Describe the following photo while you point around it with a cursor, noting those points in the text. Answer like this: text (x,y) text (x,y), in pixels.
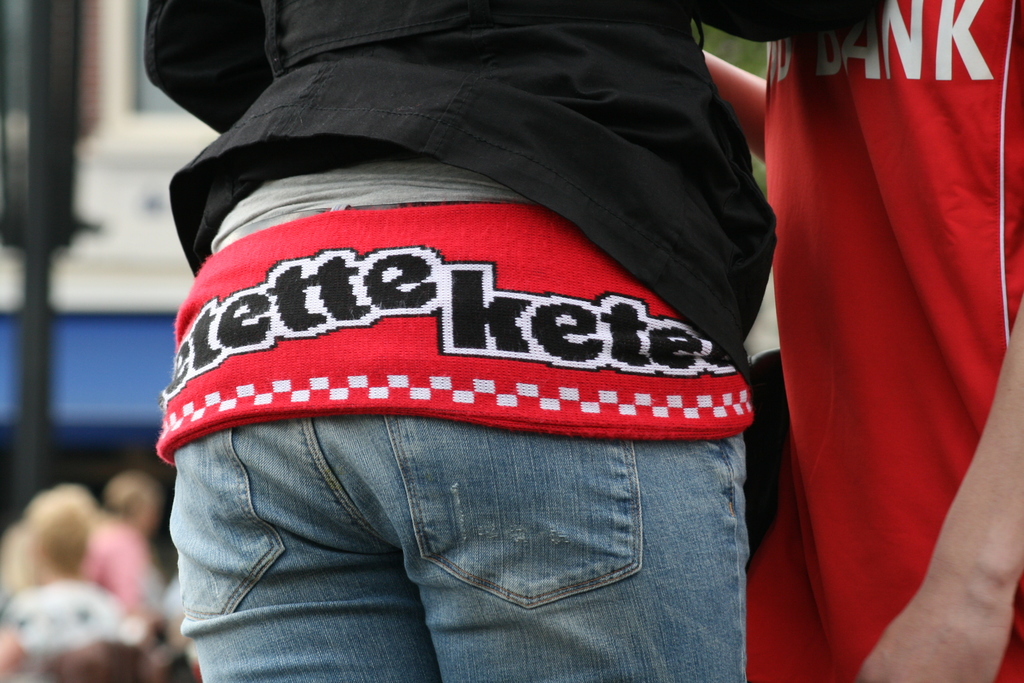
In this image I can see few people (312,310) with different color dresses (324,269) and there is a blurred background (118,63).
